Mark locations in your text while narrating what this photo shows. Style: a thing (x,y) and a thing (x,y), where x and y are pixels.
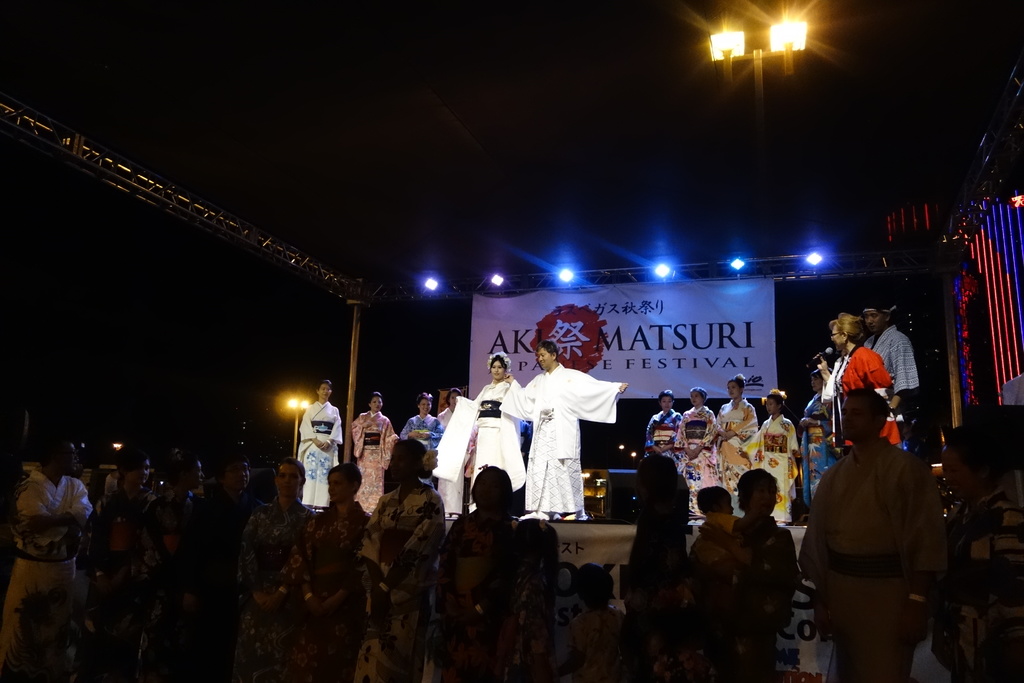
In this picture, I see few people (658,434) standing on the dais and a woman (842,366) holding a microphone (818,358) on the right side (863,377) and few people (248,525) standing on the ground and i see few lights (659,278) on the top (774,54) and a banner (686,312) on the back (605,332) with some text (631,351) on it.
